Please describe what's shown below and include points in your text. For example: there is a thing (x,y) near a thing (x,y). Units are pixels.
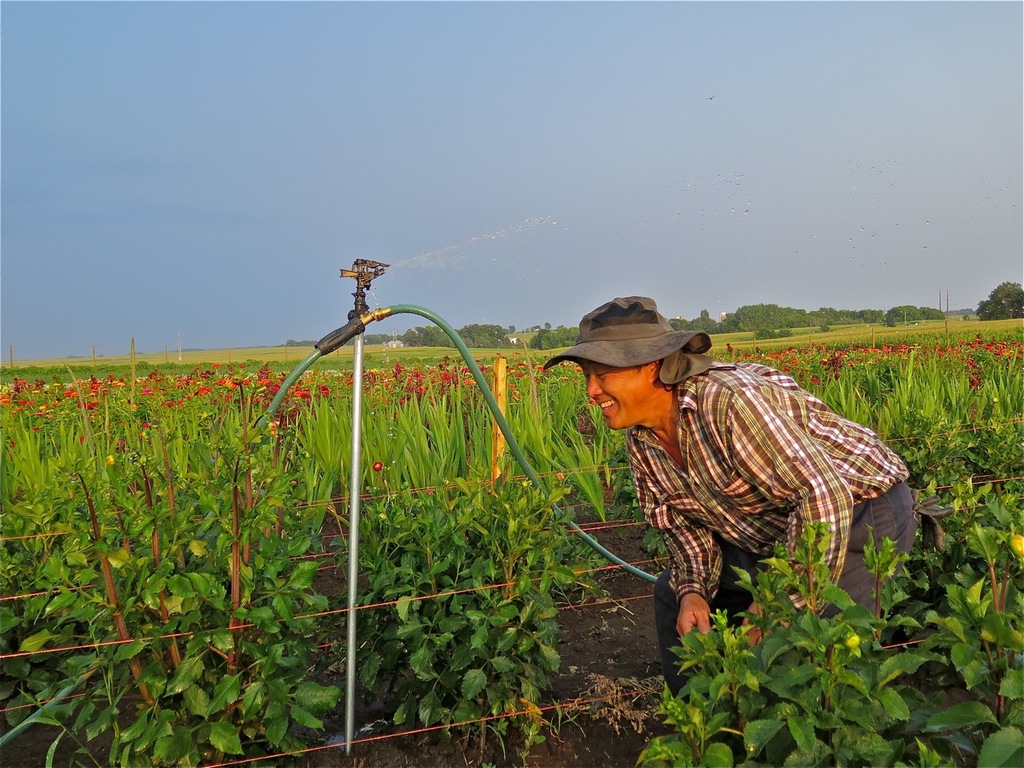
In this image we can see a man (741,537) wearing a hat (592,352) standing on the ground (593,611). We can also see a sprinkler (377,269) on a stand (355,383) with a pipe (413,312) connected to it. On the backside (404,326) we can see a group of plants (567,556), a fence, plants (446,375) with flowers (468,381), a group of trees (708,314), poles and the sky (724,272) which looks cloudy.
